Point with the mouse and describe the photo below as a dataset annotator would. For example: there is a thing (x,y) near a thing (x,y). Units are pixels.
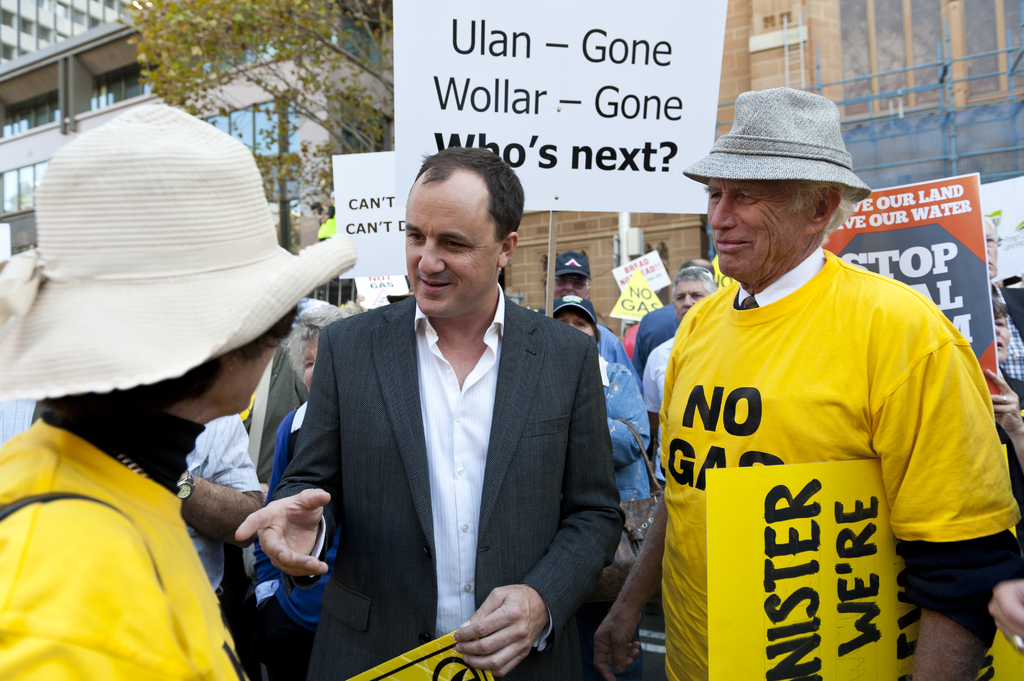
In this image, we can see people (647,330) and some are wearing t-shirts (679,468), caps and holding boards (527,166) in their hands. In the background (134,67), there are trees (389,131), buildings (746,42) and poles (627,234).
